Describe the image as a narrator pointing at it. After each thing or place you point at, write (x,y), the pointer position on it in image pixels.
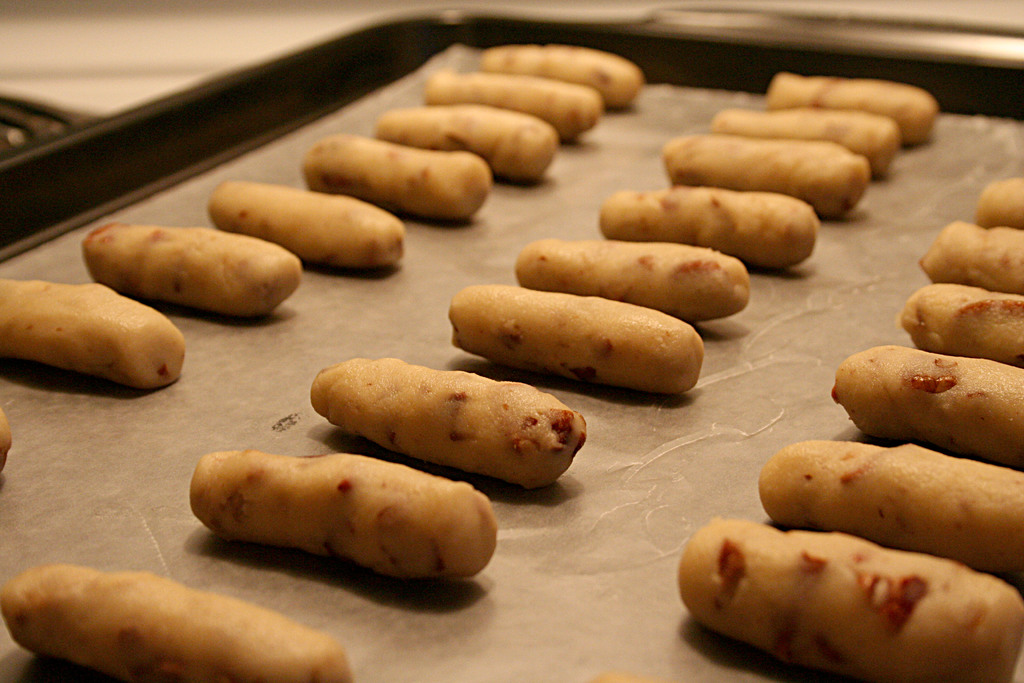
In the image there is a tray (42,156) with white paper (632,535) and few snacks (142,322) on it.
